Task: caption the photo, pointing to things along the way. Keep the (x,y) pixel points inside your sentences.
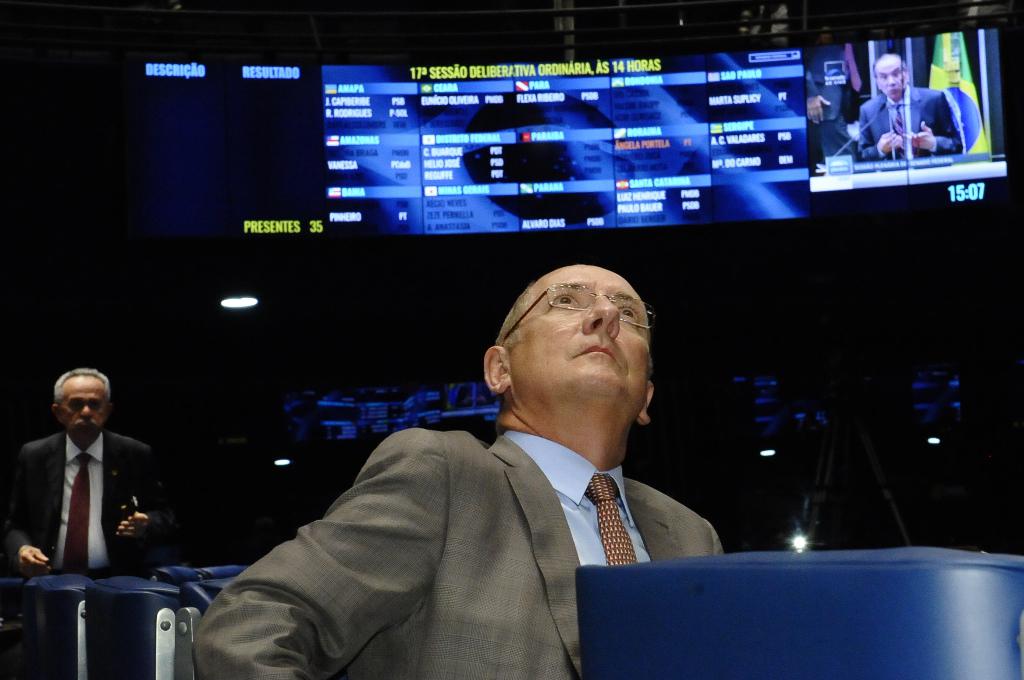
In this picture I can see two men (432,570). These men (296,630) are wearing suits (348,497), ties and shirts (555,479). In the background (407,200) I can see screen (151,140) on which I can see some numbers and picture (897,108) of a person (885,117). I can also see lights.
